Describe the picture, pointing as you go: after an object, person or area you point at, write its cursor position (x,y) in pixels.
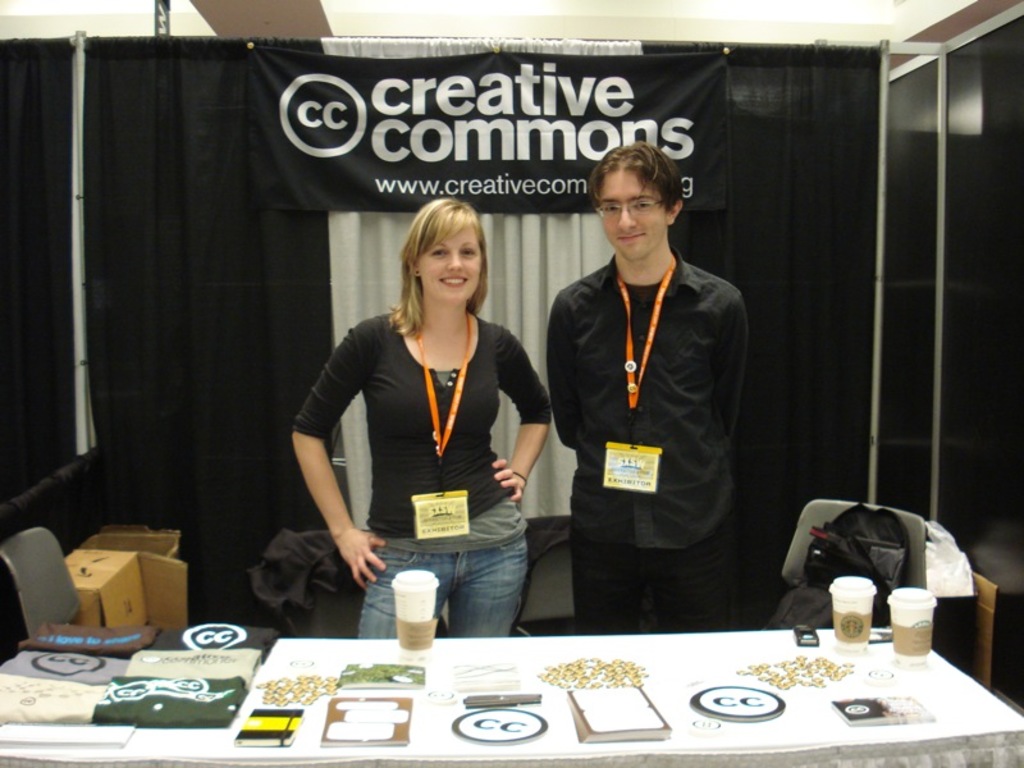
In this image i can see a woman (438,543) and a man (567,380) standing in front of a table (744,733). In the table (540,750) i can see few books (597,715), few cups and few other objects (312,684). In the background (184,299) i can see a tent (184,299) and few cardboard boxes (124,557).
